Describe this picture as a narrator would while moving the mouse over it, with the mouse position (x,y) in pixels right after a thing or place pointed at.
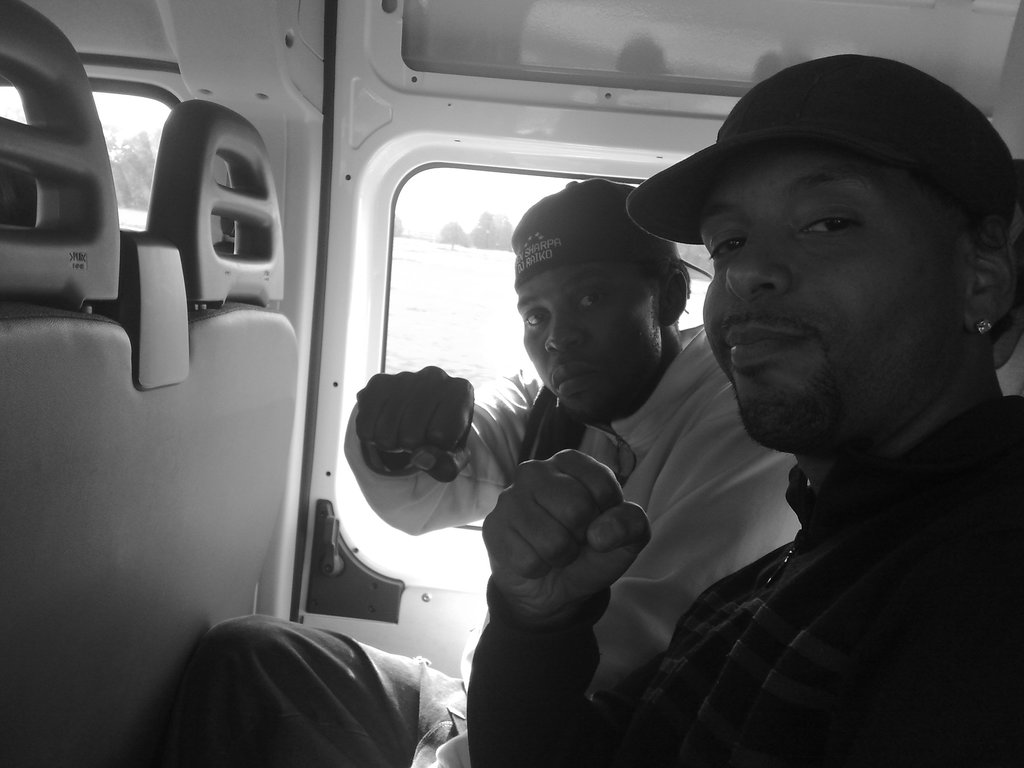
This is a black and white picture. The man (763,656) in the black jacket (808,615) and the man (629,479) in the white shirt (666,394) is sitting on the seats (146,473) of the white vehicle (261,579). Both of them are posing for the photo. From the window (404,249) of the vehicle (387,350), we can see trees (486,242) in the background (502,232).
